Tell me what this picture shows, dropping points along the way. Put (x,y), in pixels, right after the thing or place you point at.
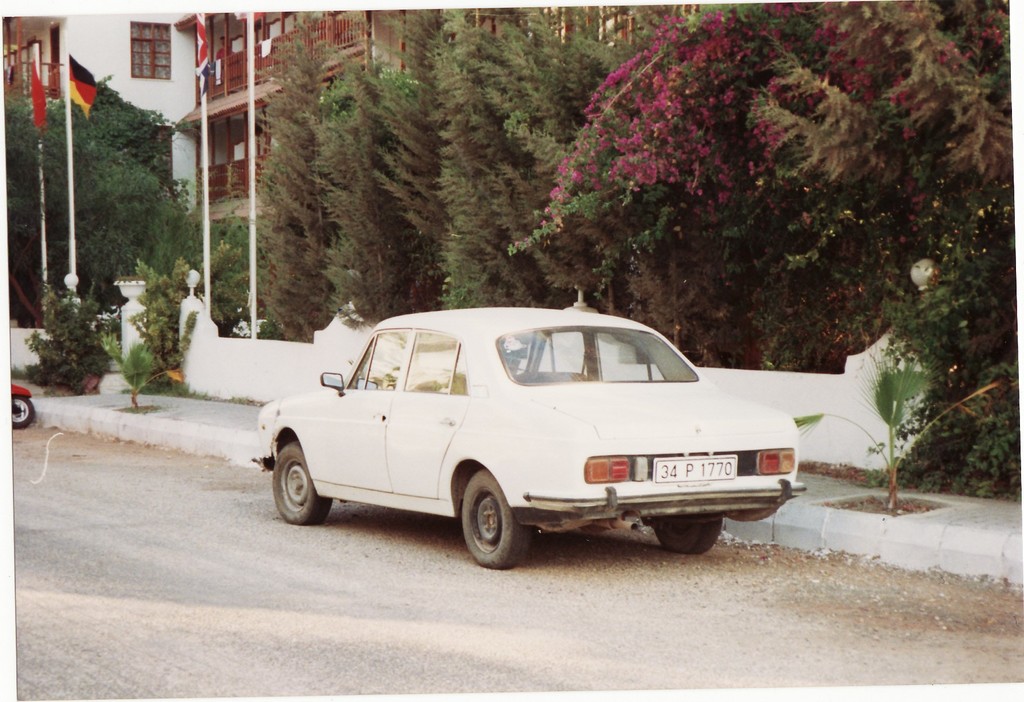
In the given image i can see a car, trees (292,89), plants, flowers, flags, buildings (44,36) with windows (167,76) and a wheel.
